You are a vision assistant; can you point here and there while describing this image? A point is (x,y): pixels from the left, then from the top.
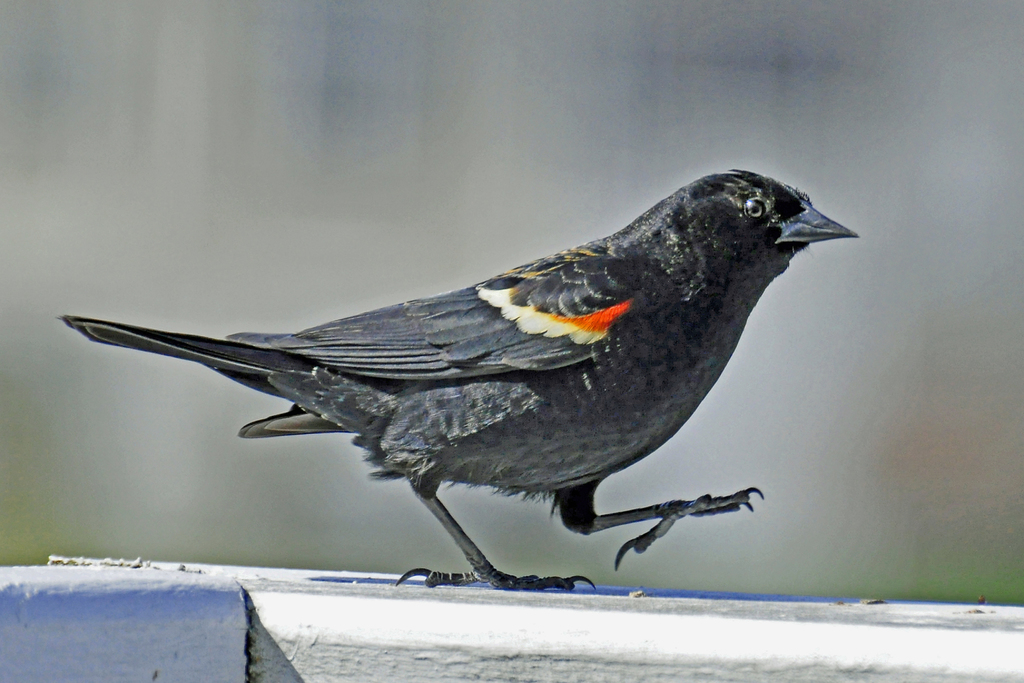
In this image we can see a bird (712,237) on the white color surface (502,630). The background (901,512) is blurry.
